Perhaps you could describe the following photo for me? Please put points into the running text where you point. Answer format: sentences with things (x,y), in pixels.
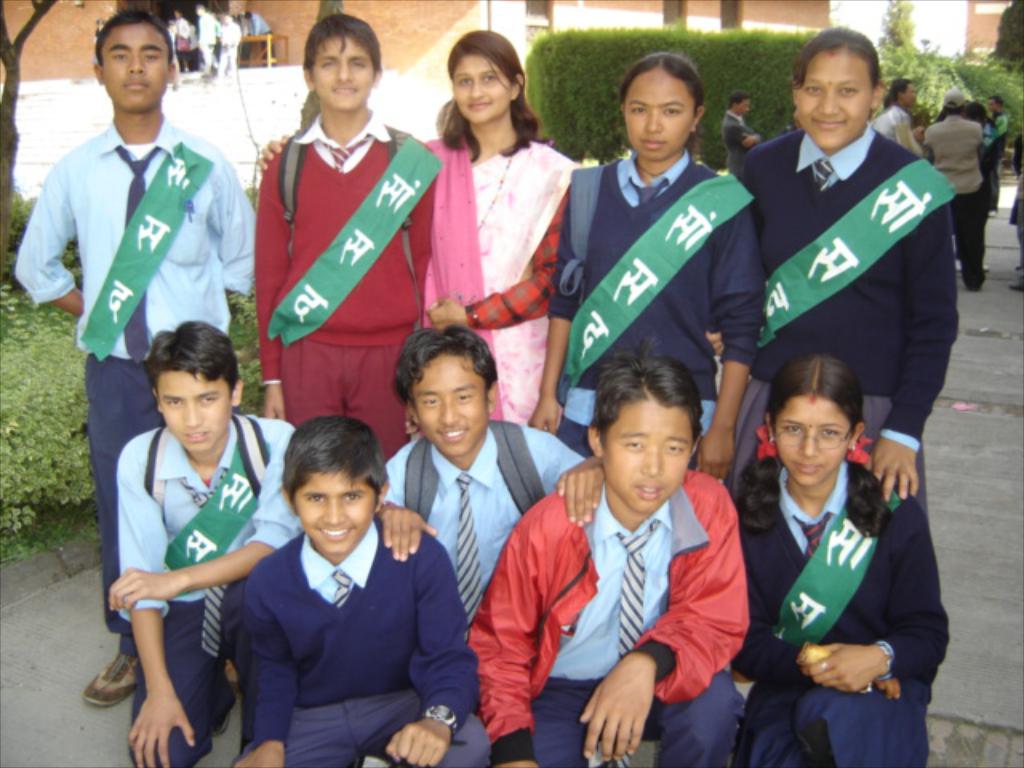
In this picture I can see the students (590,396) and teachers (500,131) were giving a pose. Behind them I can see the plants (2,371). On the right (991,192) I can see the group of persons (896,137) who is standing on the street road (1006,324). In the background (87,21) I can see the building (380,22), trees (897,16) and other persons (238,49).
